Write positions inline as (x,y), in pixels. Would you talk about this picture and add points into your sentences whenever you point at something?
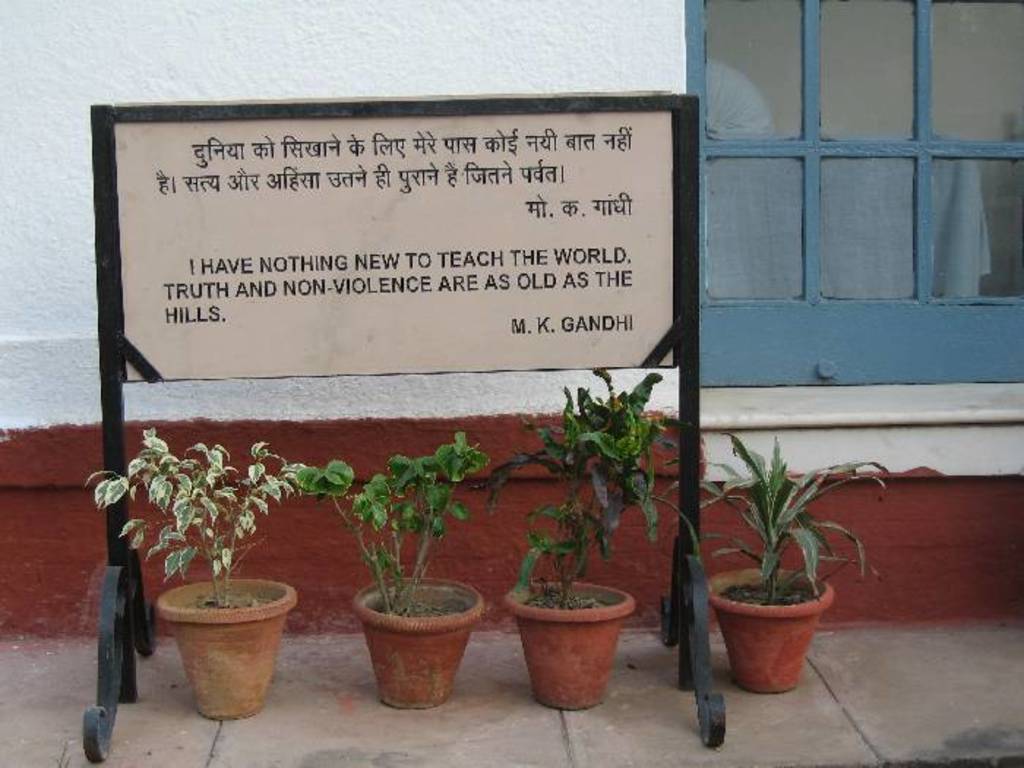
In this image we can see a name board (407,270) with stand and potted plants (580,569). In the background of the image (432,412) there is a wall (505,84), window (710,118) and other objects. At the bottom of the image (557,726) there is the floor (438,738).
